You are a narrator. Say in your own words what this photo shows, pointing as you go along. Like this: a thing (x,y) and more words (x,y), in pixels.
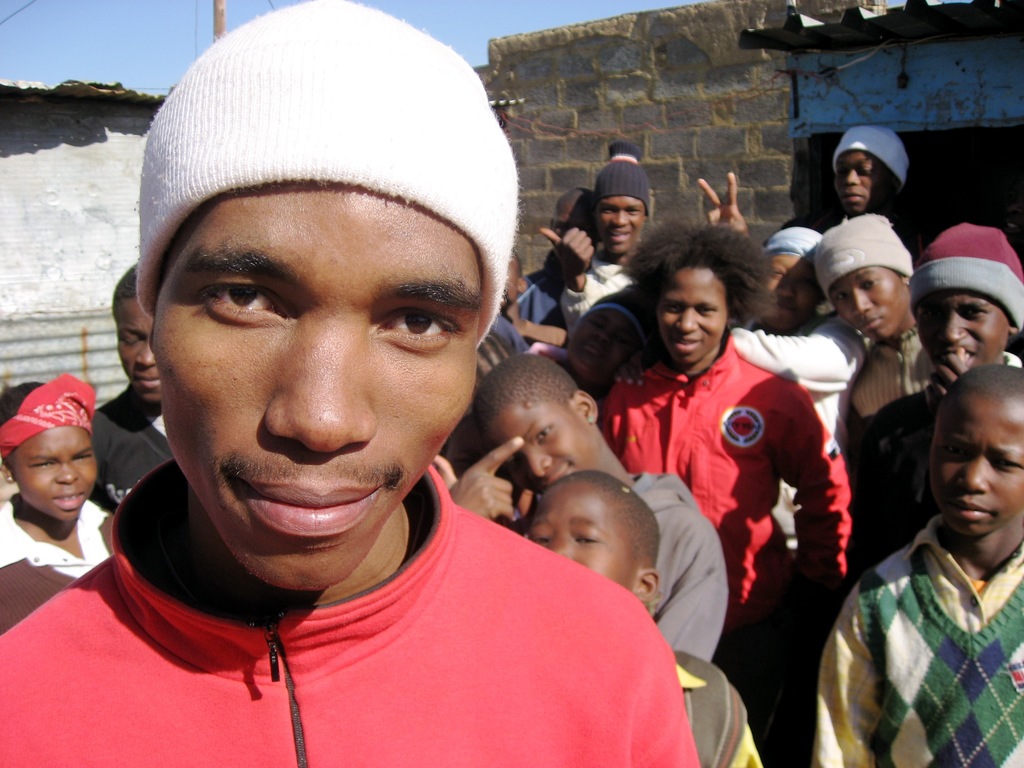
In this picture we can see a group of people (385,442) standing. Behind the people (311,303) there are houses (651,150), a pole (215,19) and cables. Behind the houses (698,174) there is the sky (464,25).
